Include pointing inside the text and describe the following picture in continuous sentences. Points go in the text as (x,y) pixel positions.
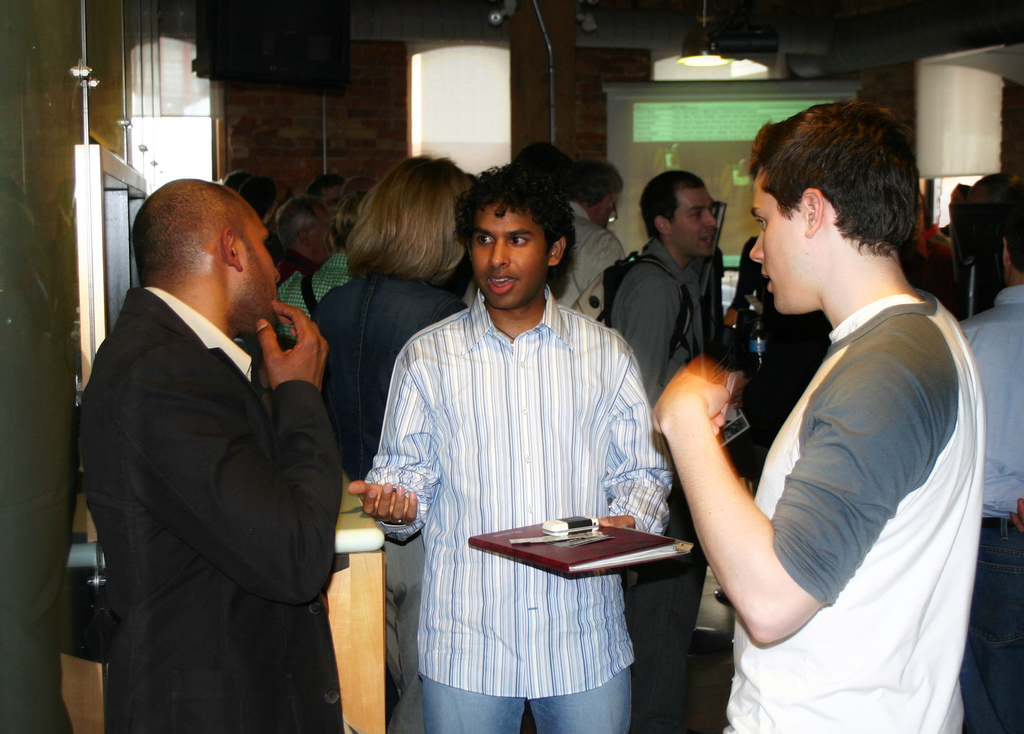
In this picture I can see group of people (447,478) are standing on the floor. The person (553,601) in the middle (525,447) is holding an object (542,560) in the hand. In the background (406,146) I can see wall (390,109), light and projector screen (661,114).
